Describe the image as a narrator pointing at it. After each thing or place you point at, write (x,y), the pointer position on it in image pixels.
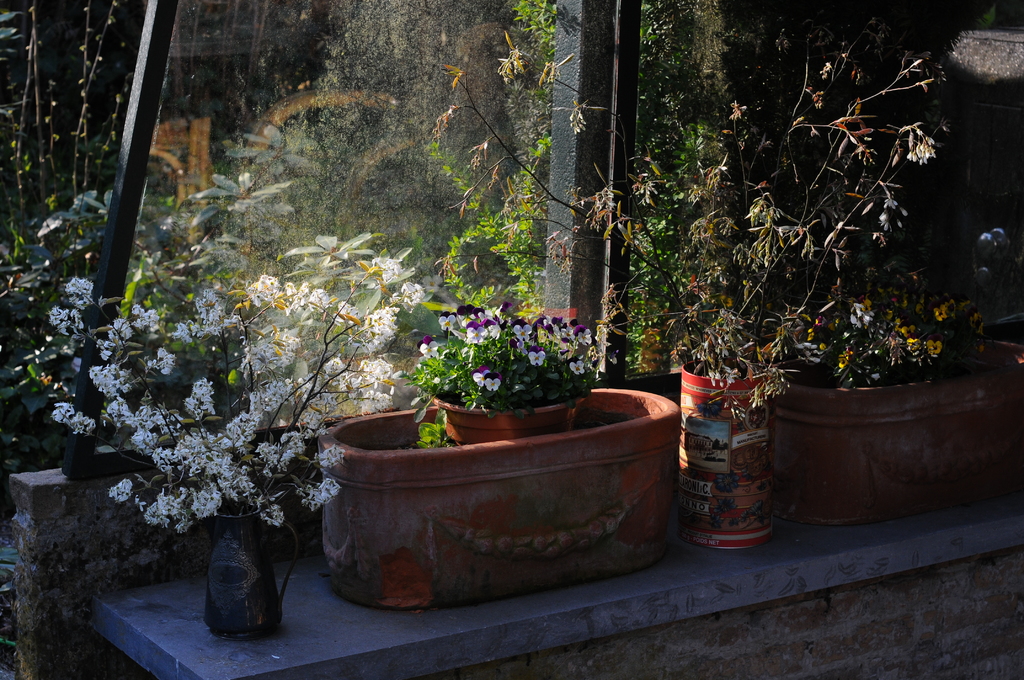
In the image there are many plant pots (506,445) and flower pots (949,437) on a shelf (409,644) with glass window (344,187) in back of it.
